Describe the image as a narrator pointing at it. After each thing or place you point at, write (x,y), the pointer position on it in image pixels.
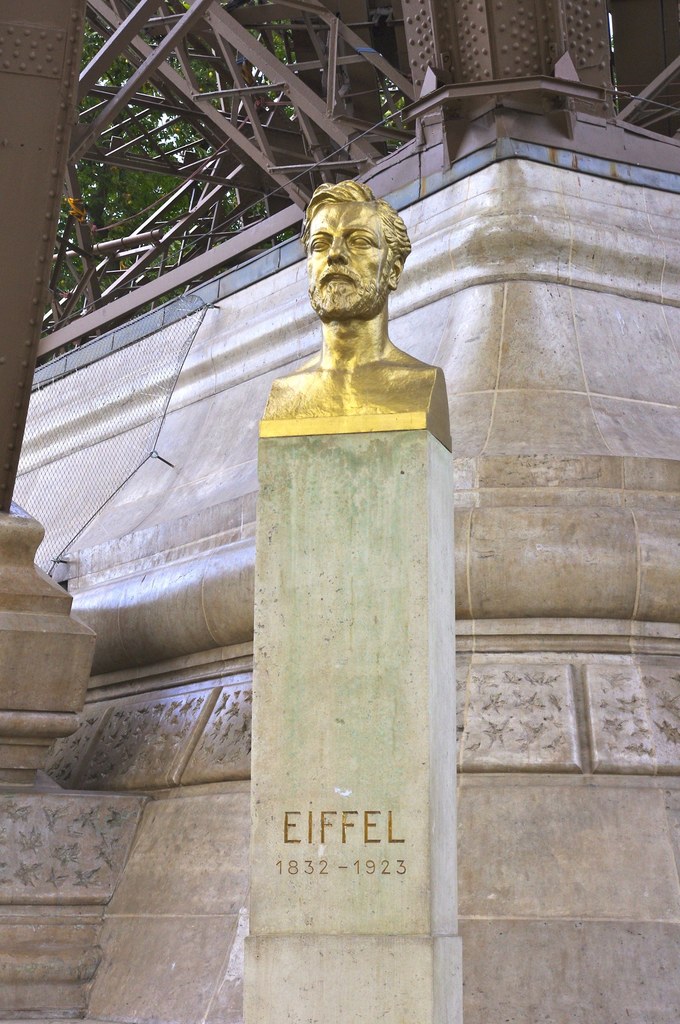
In this image in front (356,826) there is a statue (315,373) and there are some letters (335,813) and numbers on it. Behind the statue (390,365) there is a wall (547,734). There are metal rods (47,183). In the background of the image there are trees (191,153).
